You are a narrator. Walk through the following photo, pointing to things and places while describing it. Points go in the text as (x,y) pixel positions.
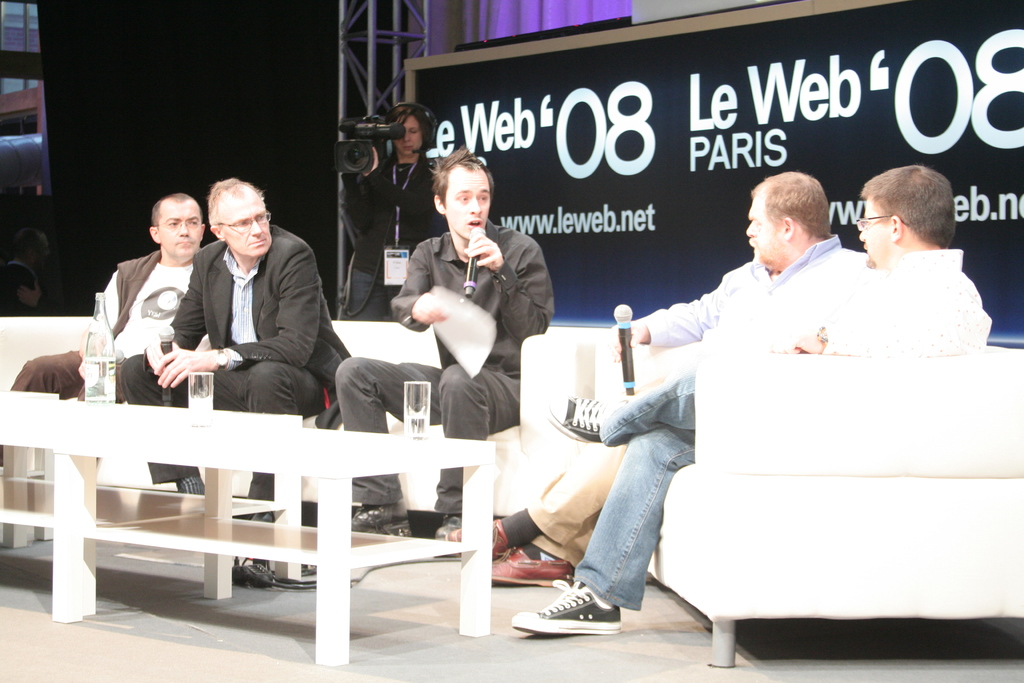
In this image I can see few people (663,519) are sitting on the couch (719,432) and few are holding mics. I can see glasses (407,403), bottles (105,350) and few objects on the table (283,496). Back I can see a board (459,102) and one person (379,164) is standing and holding camera (344,150). Background (227,126) is dark.
